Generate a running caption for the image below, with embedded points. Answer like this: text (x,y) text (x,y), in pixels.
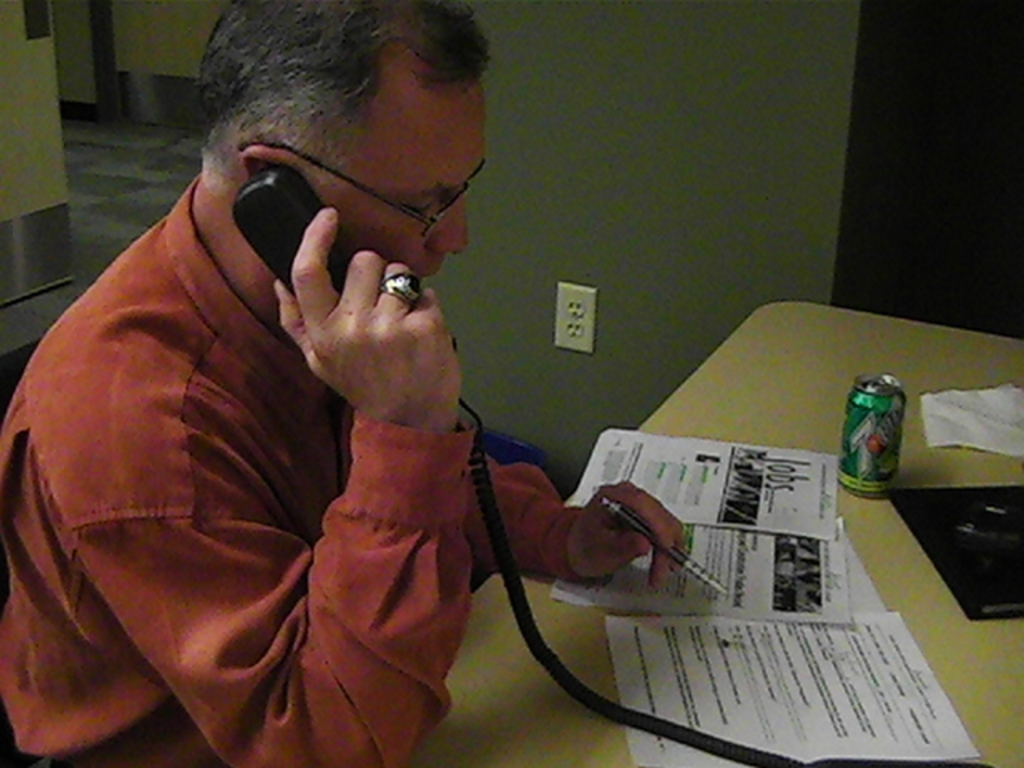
In this image I can see a person (196,531) wearing brown colored shirt (206,569) is sitting and holding a telephone (292,200) and a pen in his hands (619,542). In front of him I can see a desk (581,633) on which I can see few papers (722,655), a black colored object (928,538) and a tin (883,401). In the background (710,134) I can see the wall (756,122), a switchboard (566,315) and the floor (125,186).
